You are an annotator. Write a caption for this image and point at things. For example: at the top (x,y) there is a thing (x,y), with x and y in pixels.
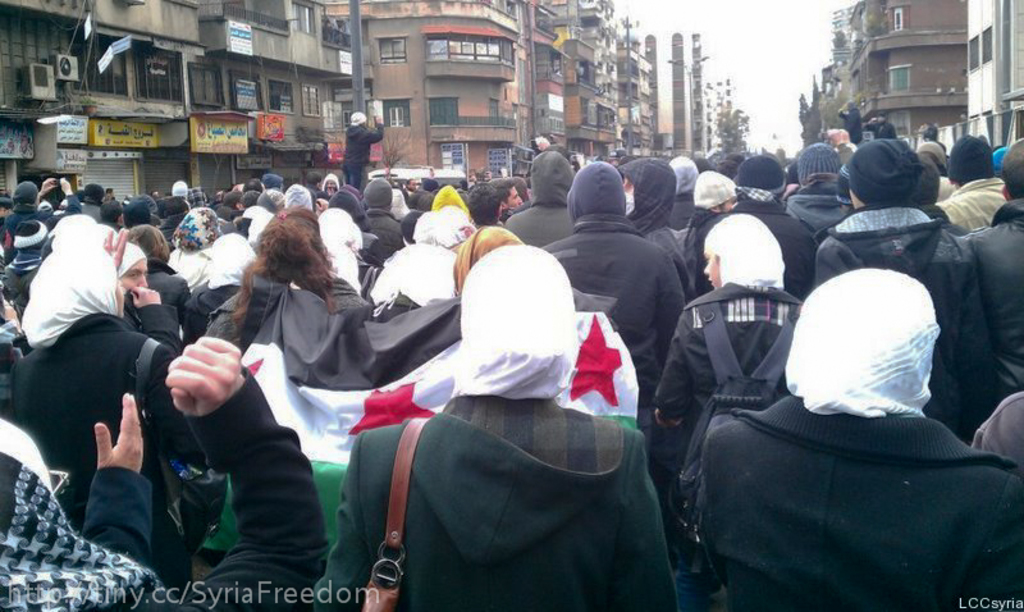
In this picture we can observe some people (119,368) walking on the road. There are men (547,238) and women (859,275) in this picture. Some of them are holding flag (330,376) in their hands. We can observe a watermark (267,597) on the left side (249,594). In the background (308,115) there are buildings (589,110) and a sky (723,73).
